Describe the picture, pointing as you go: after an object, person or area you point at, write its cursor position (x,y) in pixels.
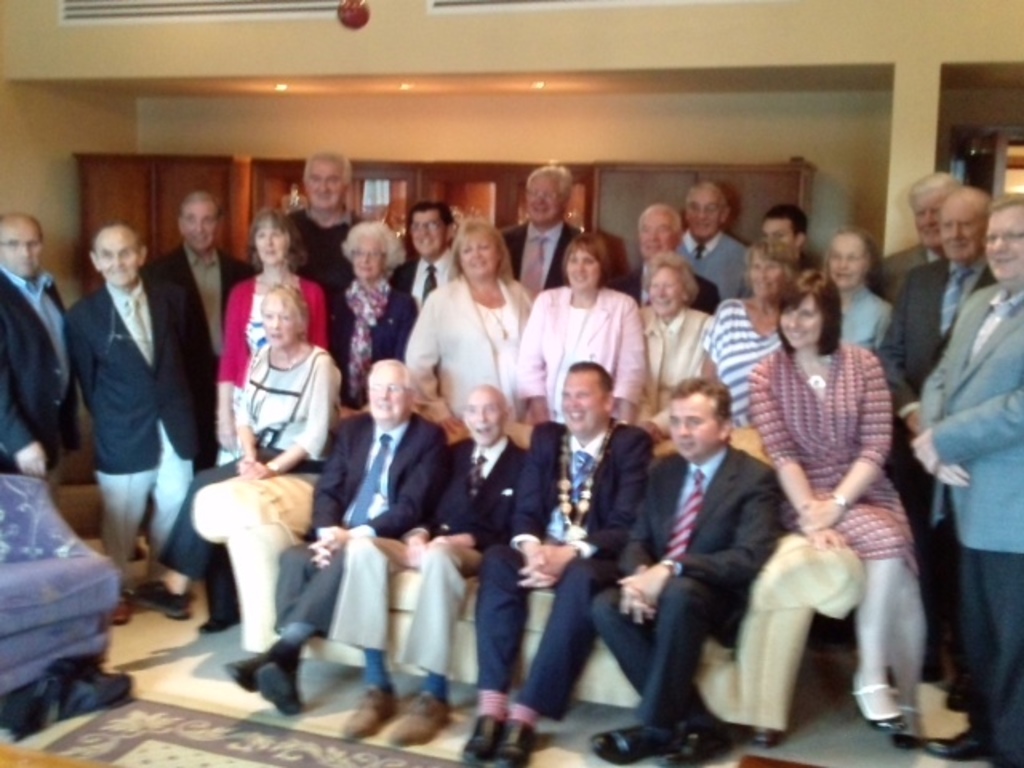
In this image I can see a group of people (504,401) among them some are standing and some are sitting on the sofa (469,584). In the background (584,182), I can see lights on the ceiling (501,85) and some other objects (598,178) over here.
